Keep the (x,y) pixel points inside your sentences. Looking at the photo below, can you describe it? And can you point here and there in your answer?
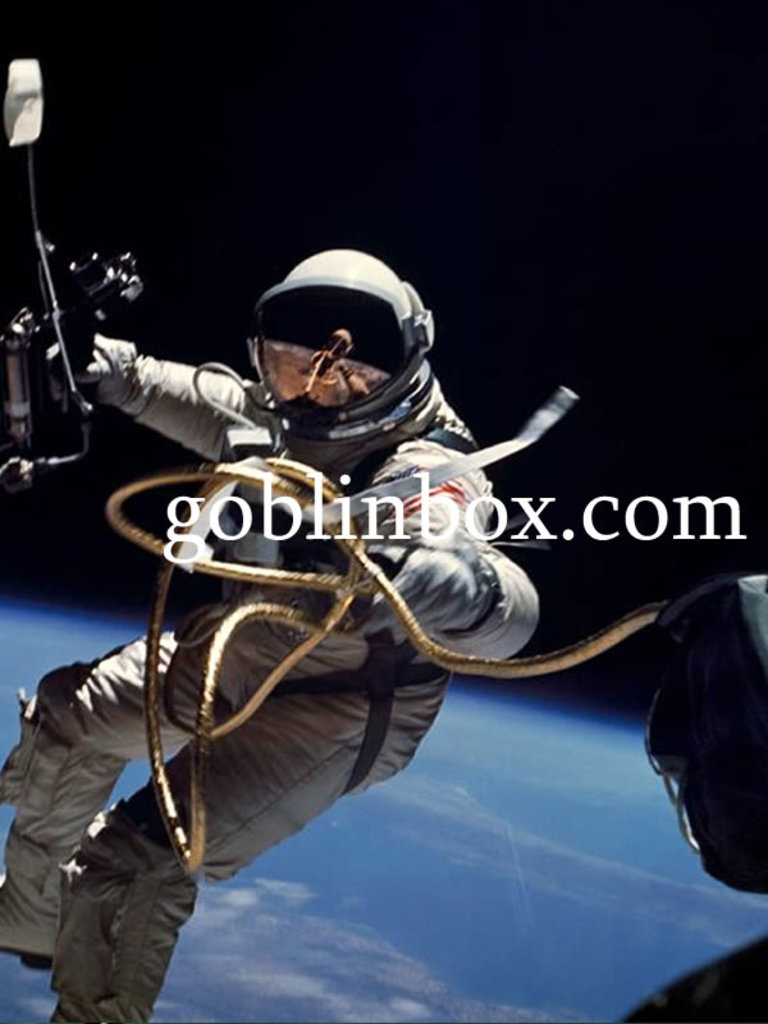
In this image there is a man (223,740) flying in the air (557,541), he is holding an object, there is text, there is an object (382,925) towards the bottom of the image (406,970) that looks like the sky (334,881), there are clouds (369,947) in the sky (312,952), the background of the image (301,148) is dark.
